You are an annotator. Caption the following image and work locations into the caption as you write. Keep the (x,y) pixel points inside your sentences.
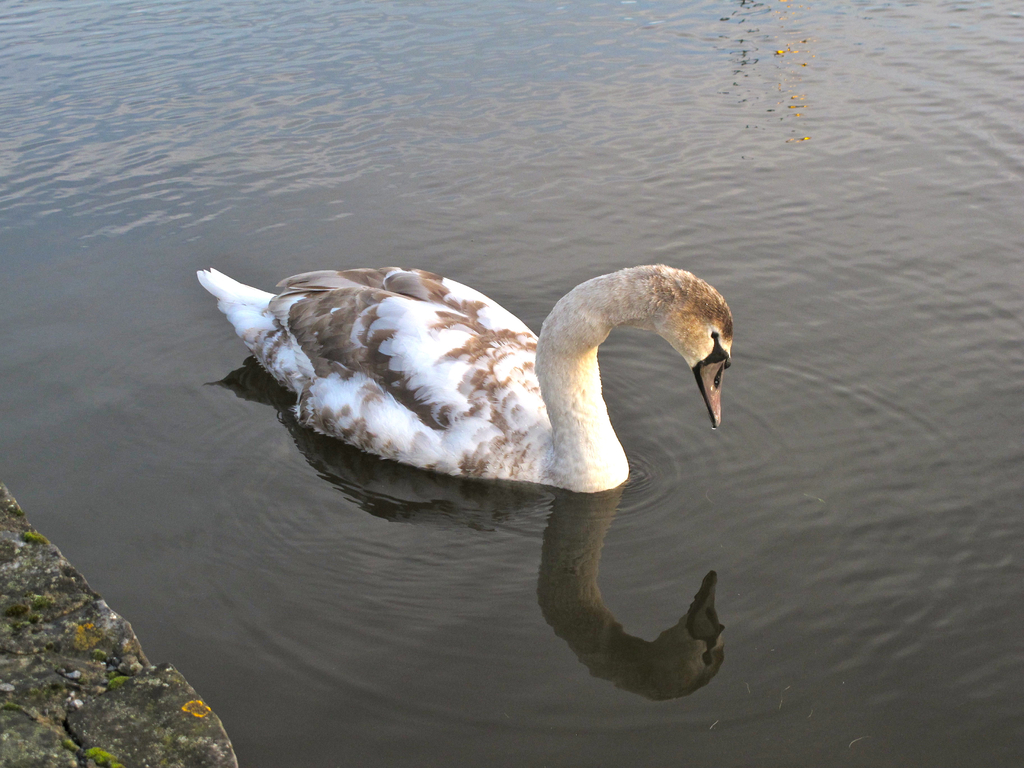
In the picture I can see a swan (497,313) which is in brown and white color is on the water (116,595) and there is a stone (99,655) in the left corner (112,660).
